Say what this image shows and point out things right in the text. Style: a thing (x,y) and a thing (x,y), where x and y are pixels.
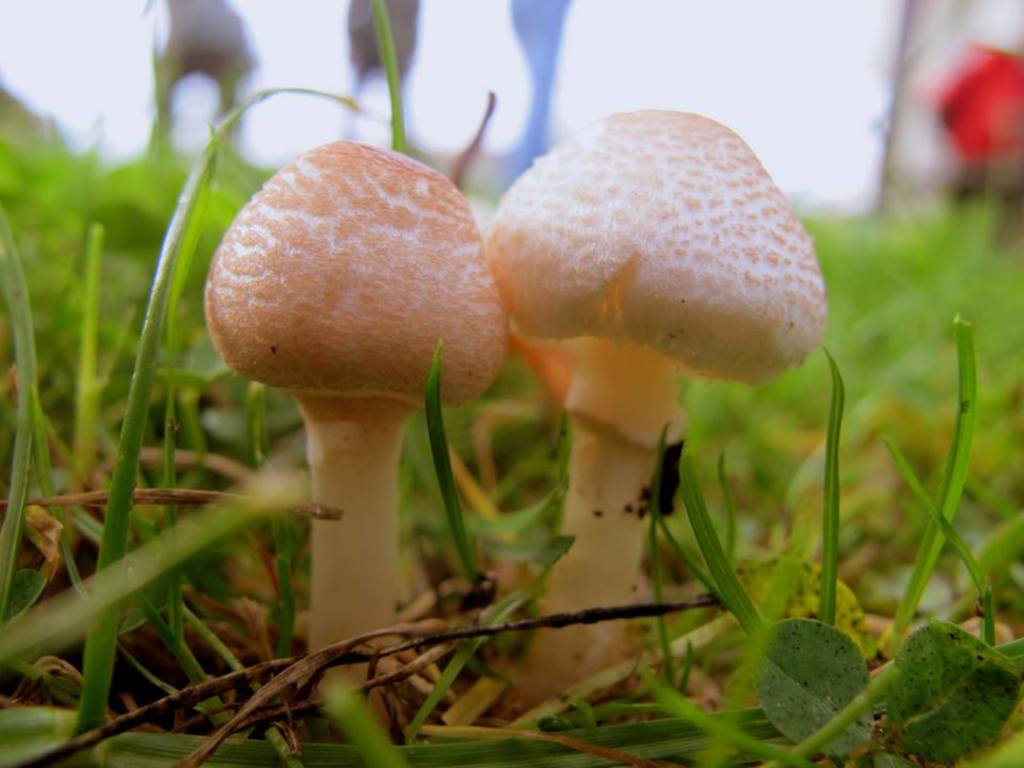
In the image we can see there are two mushroom (575,464) cream in color. This is a grass (505,378) and the background (498,440) is blurred.
